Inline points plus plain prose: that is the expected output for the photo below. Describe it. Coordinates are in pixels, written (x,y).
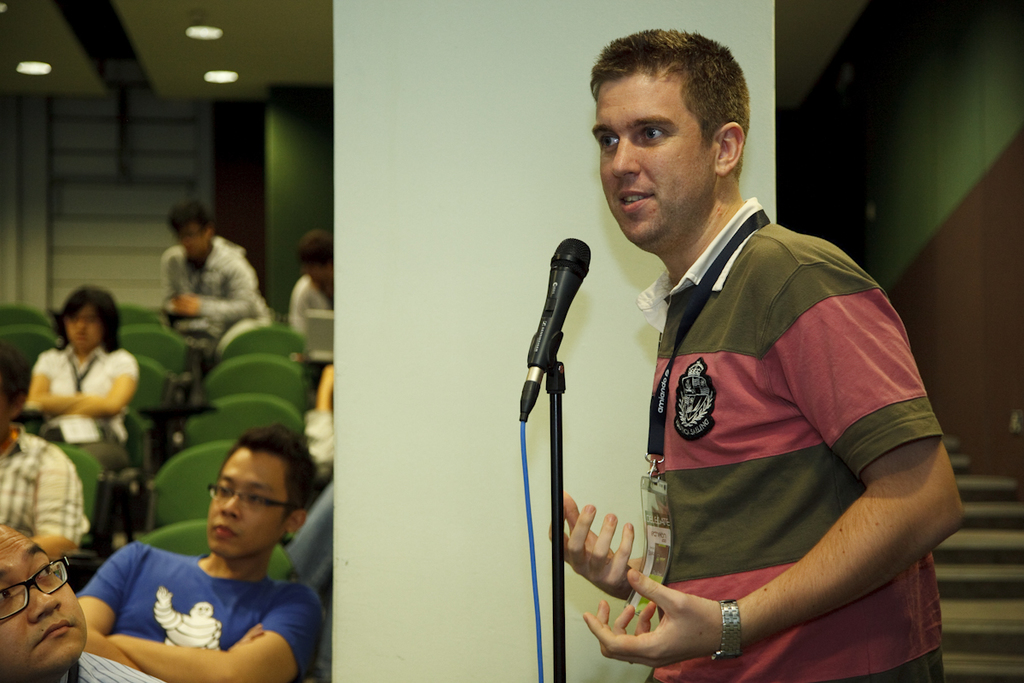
In this image in the front (691,400) there is a man (719,389) standing and speaking in front of the mic (557,317) which is in front of him. On the left side (123,445) there are persons (123,445) sitting and there are empty chairs (273,414) and on the right side (1002,572) there are steps (990,554). On the left side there are lights (34,67) on the top (224,76).
